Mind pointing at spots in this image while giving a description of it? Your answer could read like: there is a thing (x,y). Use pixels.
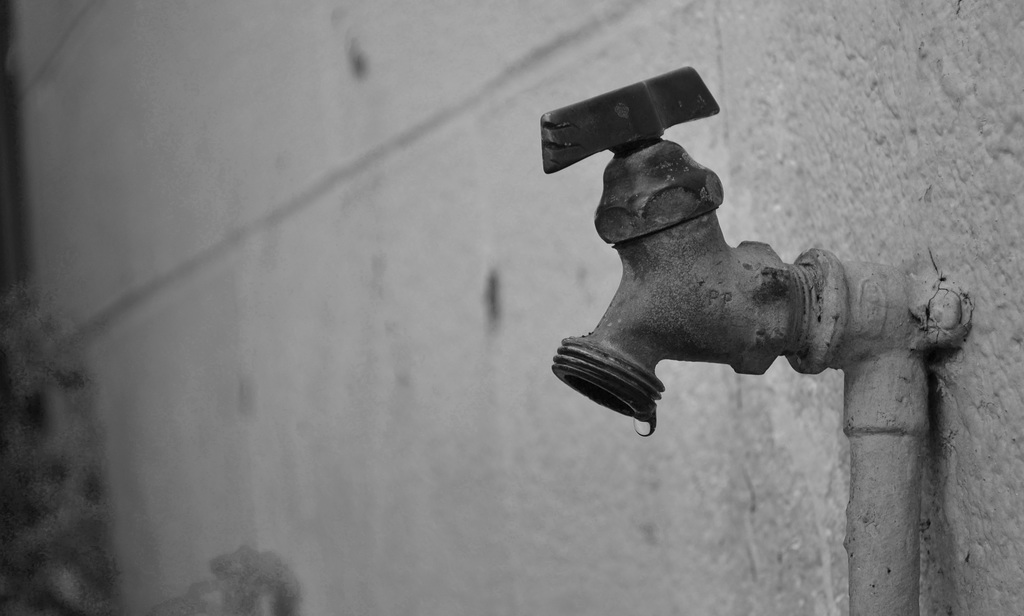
In this image I can see a water tap (708,315) on the right side (728,305) and I can see this image is black and white in colour.
